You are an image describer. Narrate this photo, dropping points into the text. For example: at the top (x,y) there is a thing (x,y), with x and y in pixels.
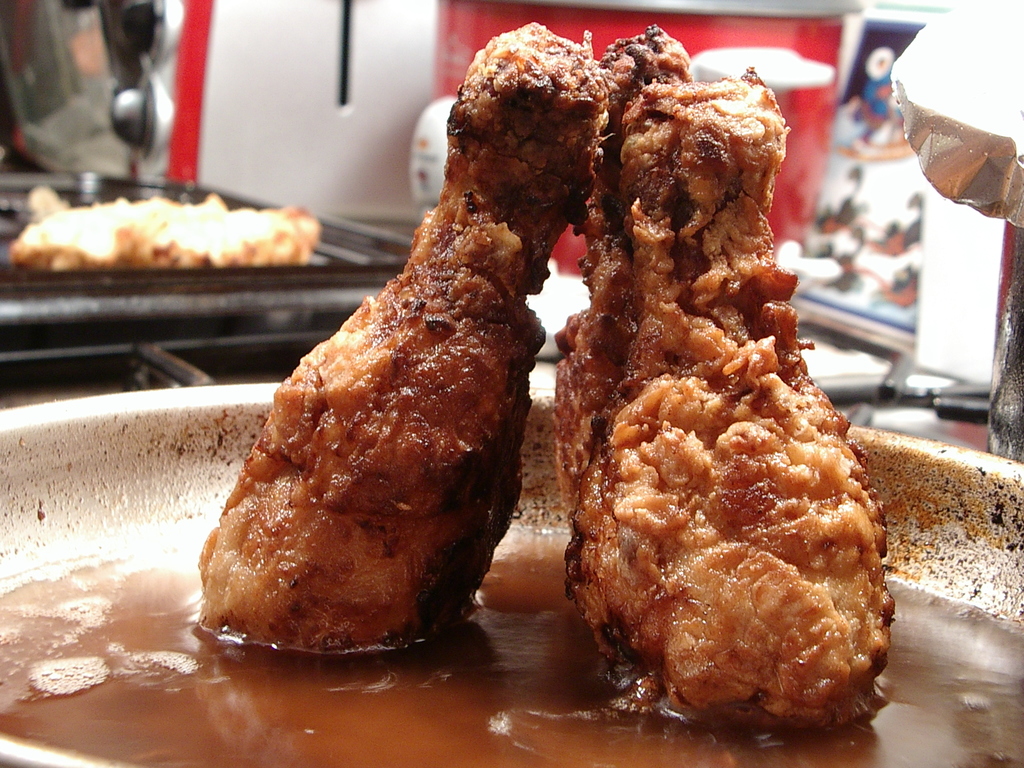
In this image I see the food (527,138) over here and it is on a utensil (69,462) and I see the brown color liquid (379,656) in it and I see that it is blurred in the background (816,150) and I see the red color thing (604,19) over here and I see few more things (257,153) over here.
